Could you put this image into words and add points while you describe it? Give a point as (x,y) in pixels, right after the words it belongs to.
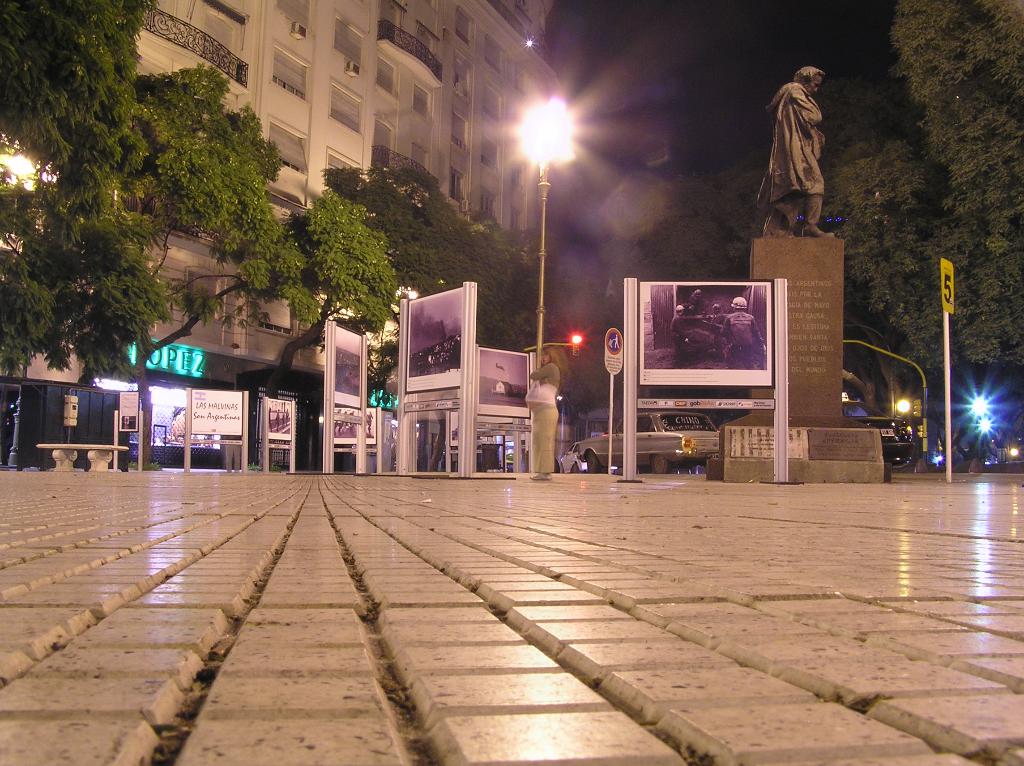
In this image we can see a woman (543,435) is standing on the road (544,600). Behind her car (650,442), statue (781,231) and banners (768,306) are there. Background of the image (374,246) trees (845,163) and buildings (344,112) are present. In the middle of the image (540,281) light pole (548,134) is there.
